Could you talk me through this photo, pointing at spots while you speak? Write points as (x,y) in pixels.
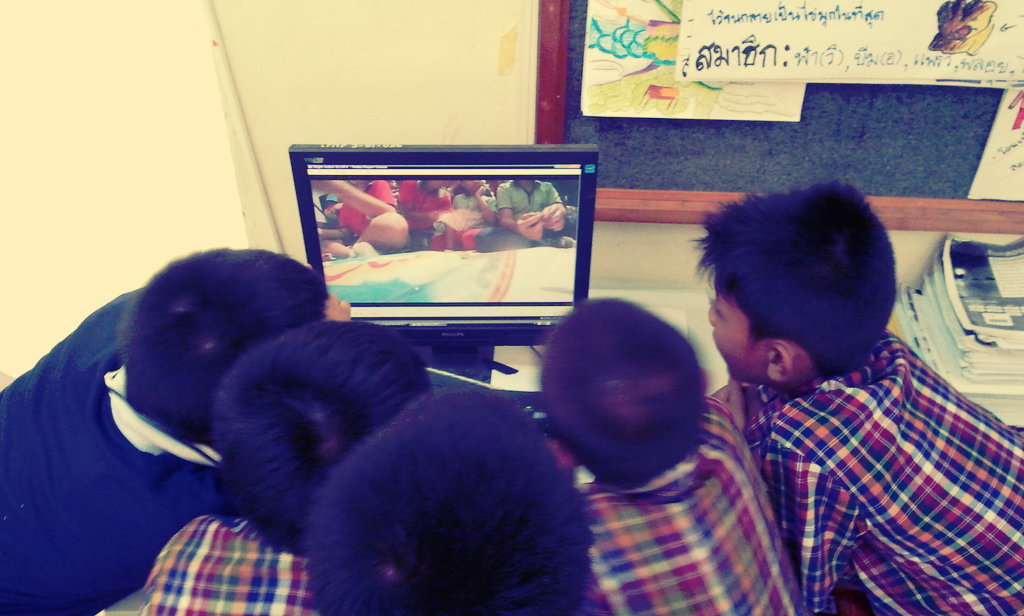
In this picture I can observe five children (624,429) in front of a computer (404,283). On the right side (931,300) I can observe some books (919,340) placed on the desk (648,291). In the background (744,158) I can observe noticeboard (869,142) and a wall (300,74).
